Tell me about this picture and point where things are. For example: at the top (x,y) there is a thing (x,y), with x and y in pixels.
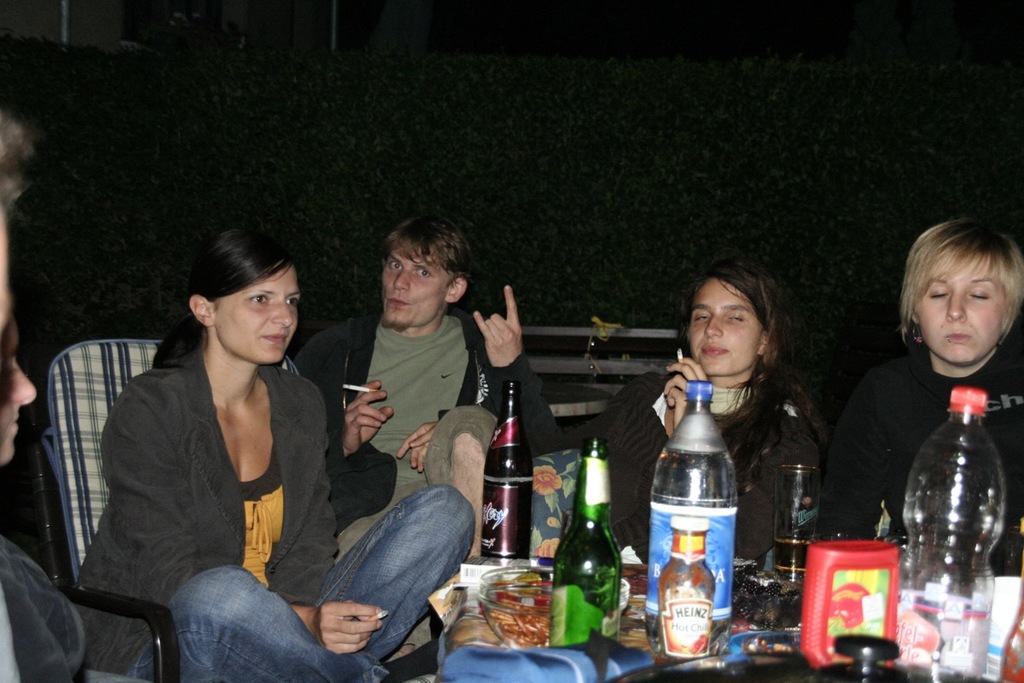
There are four people (446,371) sitting on the chairs (107,407). This is the table (504,660). these are the wine bottles (600,542), ketchup (702,622), water bottles (699,491), tin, a glass bowl (521,589) and some other objects (787,650) placed on the table (494,665). I think this table (462,610) is covered with a cloth (479,662). At the very left corner of the image (39,563) I can see person (39,575) sitting. At background (590,388) I can find another empty table (566,400).
